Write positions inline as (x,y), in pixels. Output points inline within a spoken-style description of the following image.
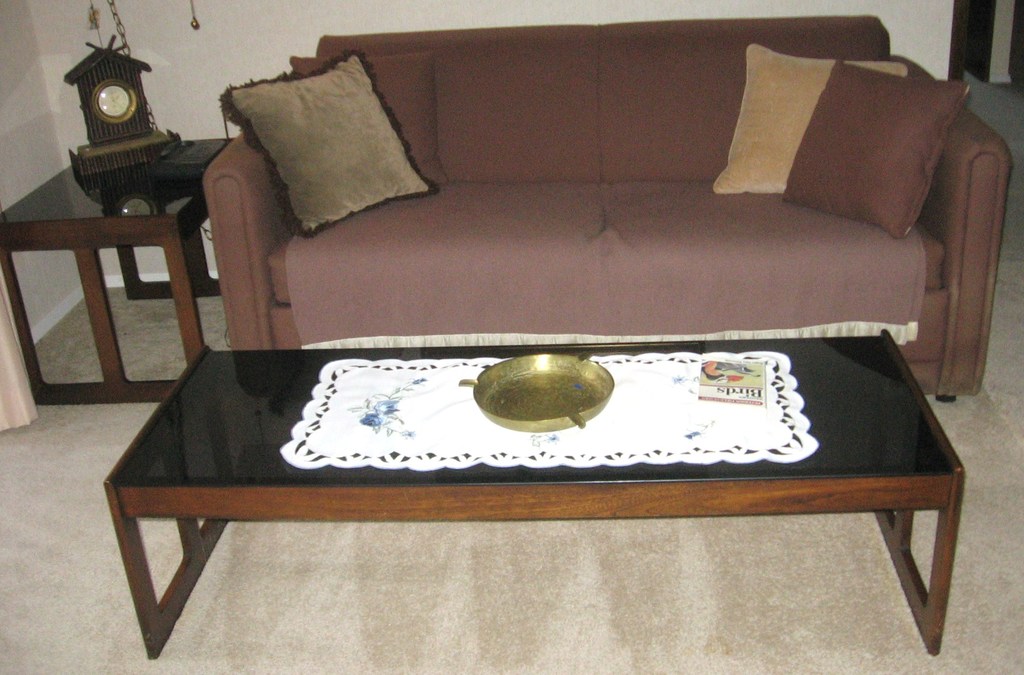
In the middle of the image (517,291) there is a couch (546,57). Behind the couch (555,34) there's a wall (638,0). In front of the couch (510,46) there is a table (204,400), on the table (192,404) there is a plate (588,403). Left side of the image (151,191) that is a table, on the table (67,186) there is a clock (123,125).
